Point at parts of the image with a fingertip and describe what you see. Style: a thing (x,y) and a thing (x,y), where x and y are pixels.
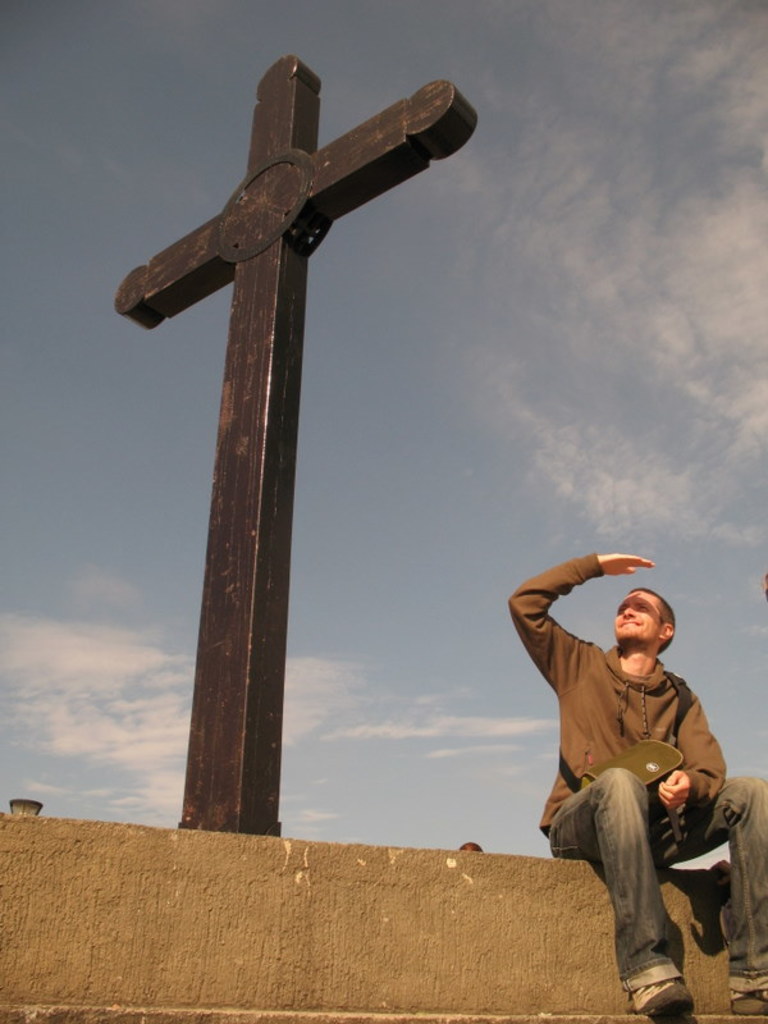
In this image, on the right side (609,867), we can see a man (586,826) sitting on the wall (524,882). We can see a holy cross symbol (278,242), at the top (617,234) we can see the sky (628,200).
